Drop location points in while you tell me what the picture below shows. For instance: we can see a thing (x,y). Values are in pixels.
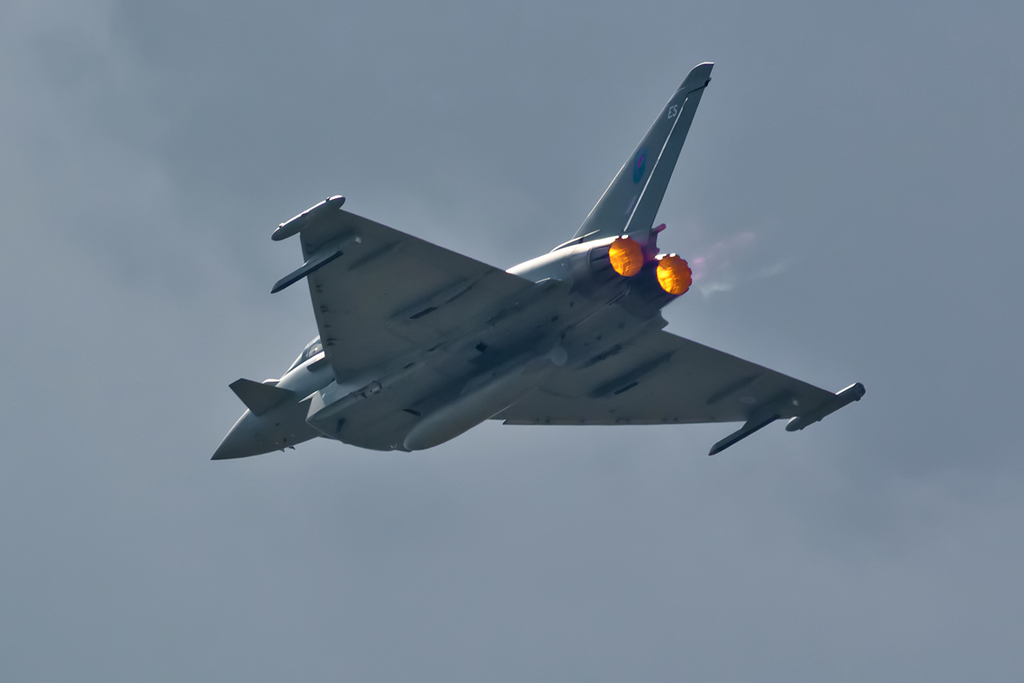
As we can see in the image there is sky (245,154) and jet plane (562,333).
